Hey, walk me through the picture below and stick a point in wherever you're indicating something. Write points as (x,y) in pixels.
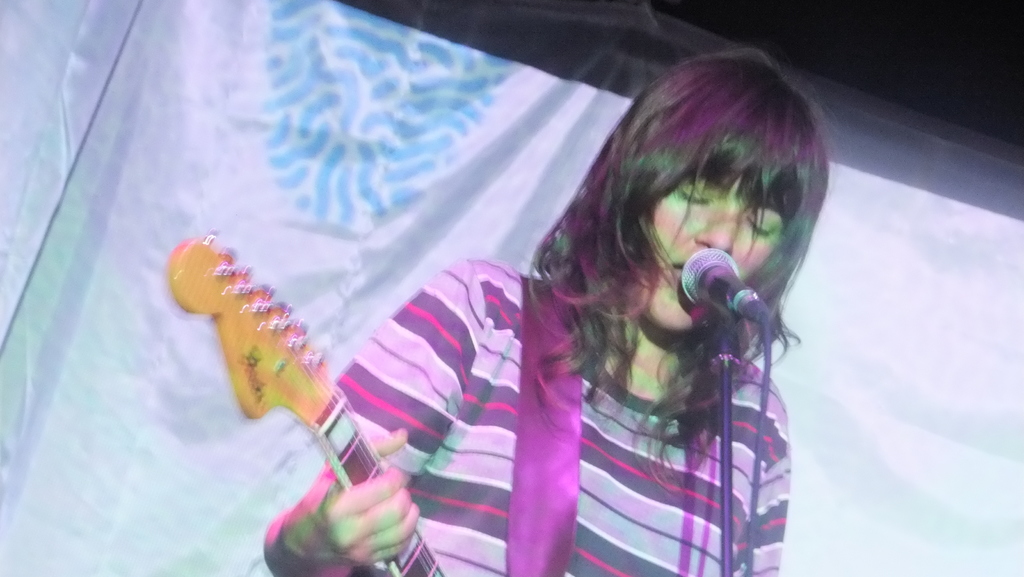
In this picture a girl (629,425) is playing a guitar (348,429) with a mic (715,295) in front of her. In the background (286,495) there is a blue curtain (336,152).
